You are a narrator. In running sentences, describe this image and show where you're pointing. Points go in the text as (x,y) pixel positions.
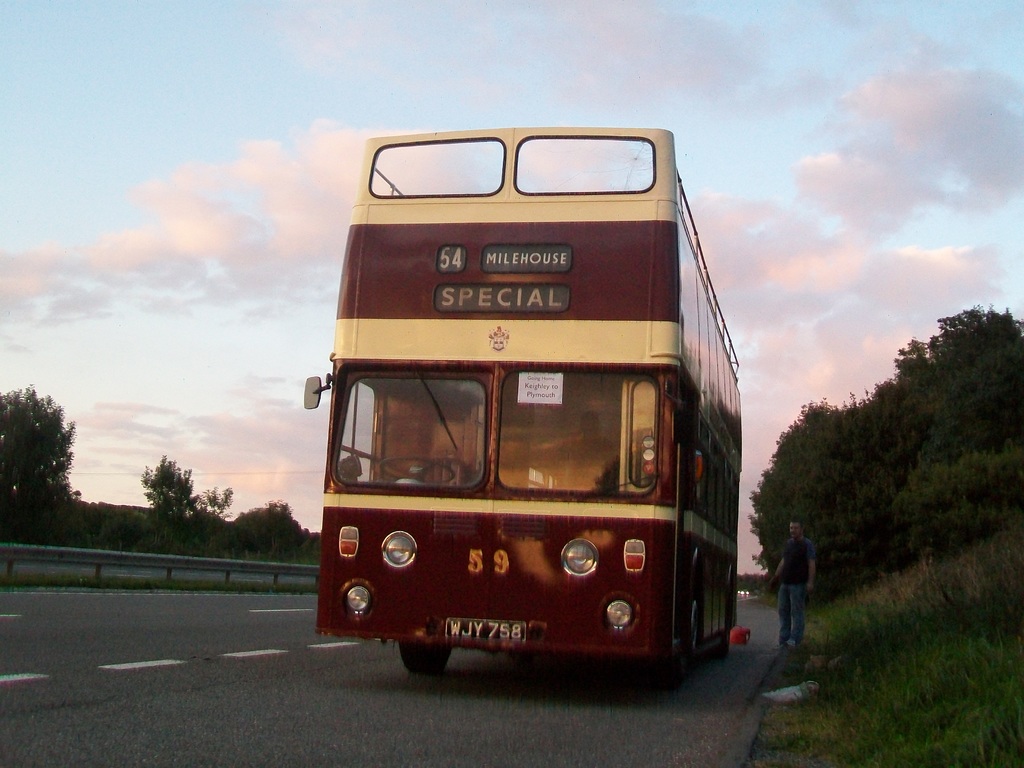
We can see the bus (458,426) on the road (357,704), beside the bus (692,411) there is a person (795,561) standing. We can see grass (961,619) and trees (263,542). In the background (175,240) we can see the sky (883,311) with clouds (897,190).
